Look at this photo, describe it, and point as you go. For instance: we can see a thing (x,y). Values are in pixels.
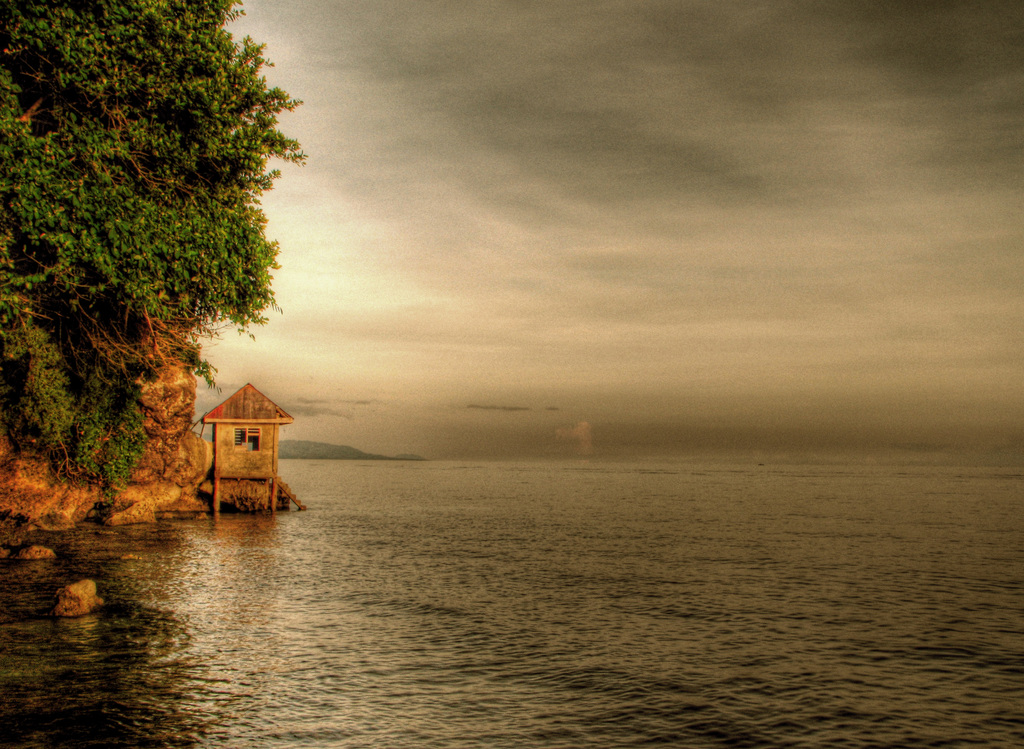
In this picture we can observe an ocean (519,531). On the left side (247,412) there are trees (80,288) and a wooden cabin (234,440). In the background (527,243) there is a sky (586,218) with some clouds (617,287).
